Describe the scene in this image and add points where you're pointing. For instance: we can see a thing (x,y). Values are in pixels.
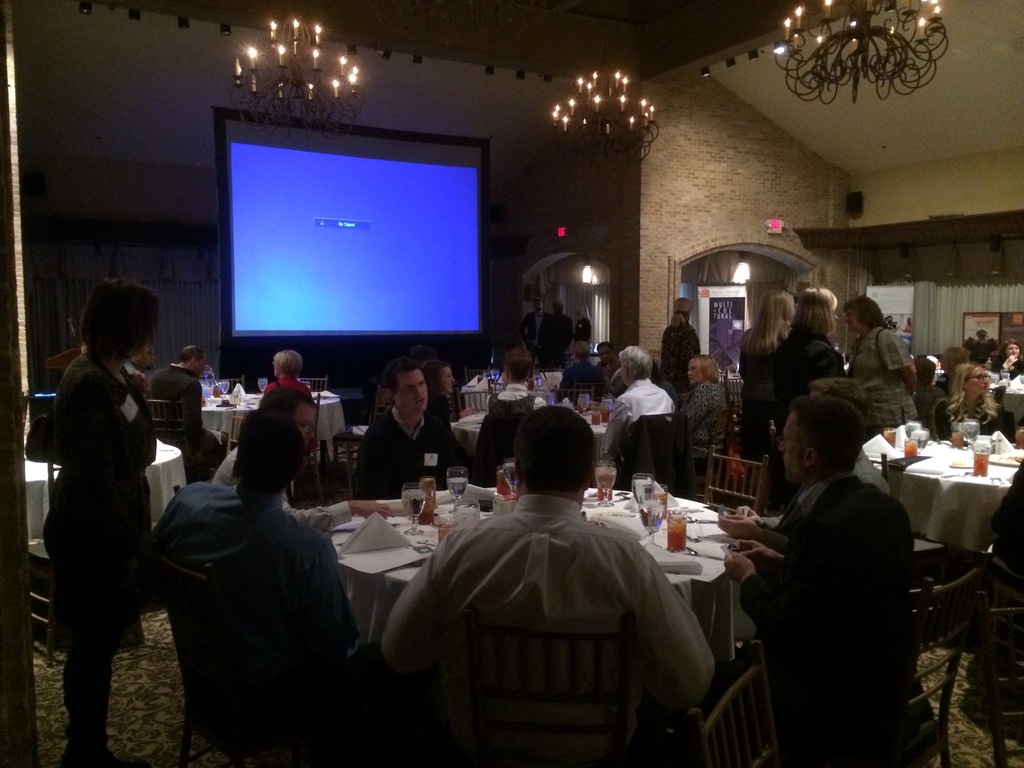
Here we can see group of people (445,708) sitting on chairs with tables (671,503) in front of them probably having their meal (407,503) and there are other group of people (116,320) Standing and in front of them we can see a projector screen (365,173) and at the top (300,118) we can see chandeliers (875,53) present.
